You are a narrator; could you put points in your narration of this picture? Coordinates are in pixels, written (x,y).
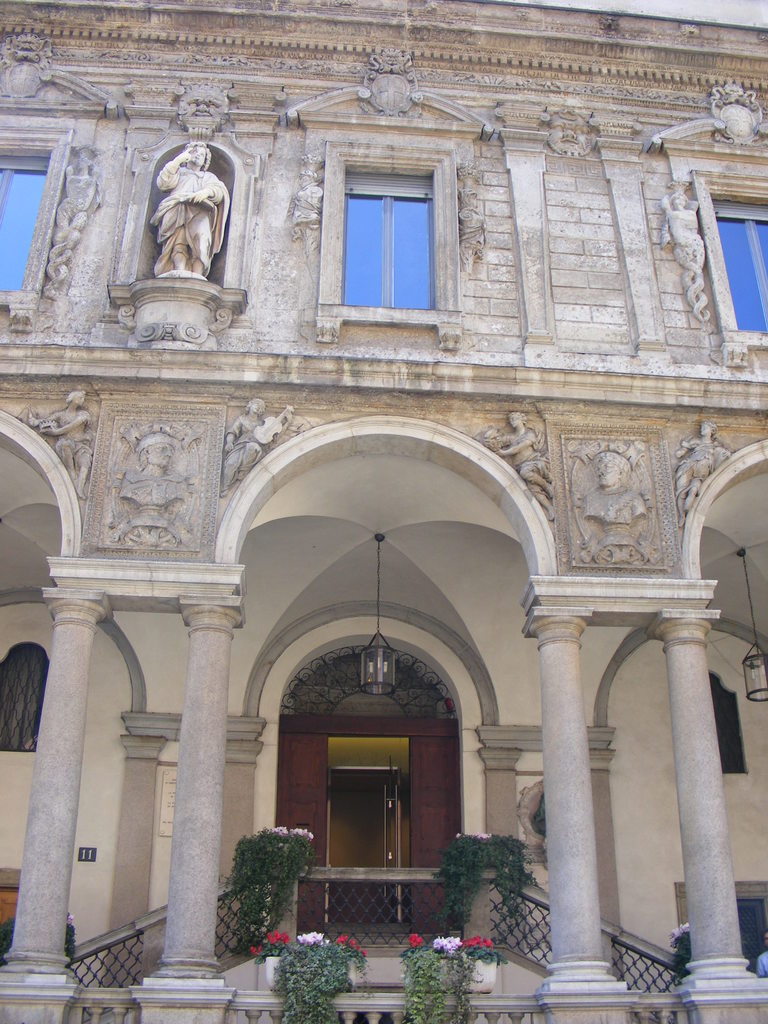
In this picture we can see building (610,394), pillars (584,701), windows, lights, flowers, plants (471,864), railings (259,999) and statues (477,206).
